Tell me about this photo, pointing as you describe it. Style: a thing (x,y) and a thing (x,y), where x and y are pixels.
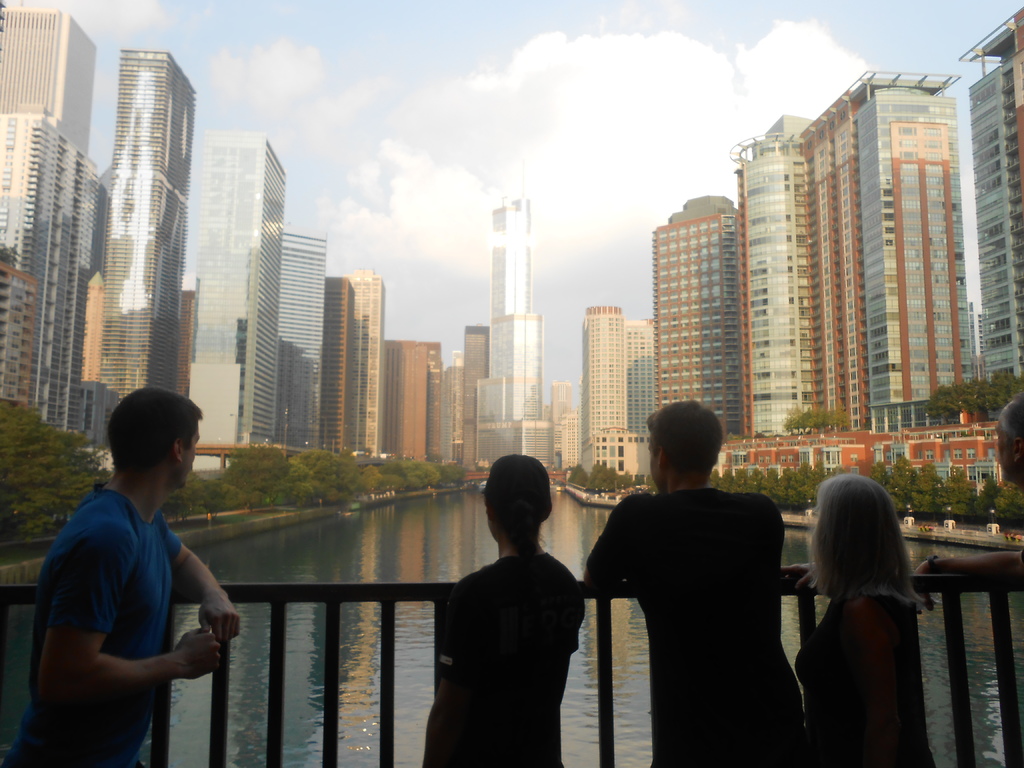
In the front of the image (470,620) there are people (483,661) and railing (327,656). In the background of the image (361,658) there are buildings (68,322), trees (330,469), water (467,529), bridge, cloudy sky (425,172) and objects (634,489).
